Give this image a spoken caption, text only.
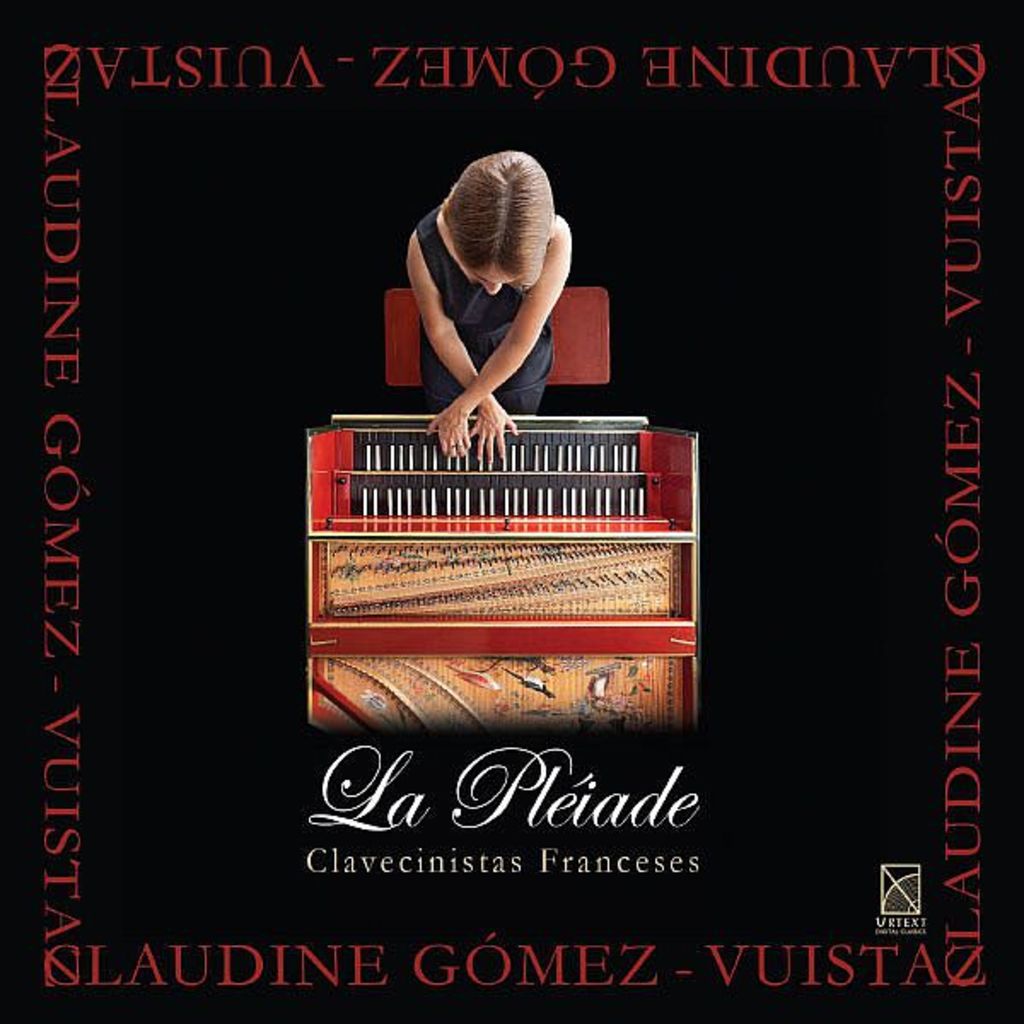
In this image we can see an edited image.
